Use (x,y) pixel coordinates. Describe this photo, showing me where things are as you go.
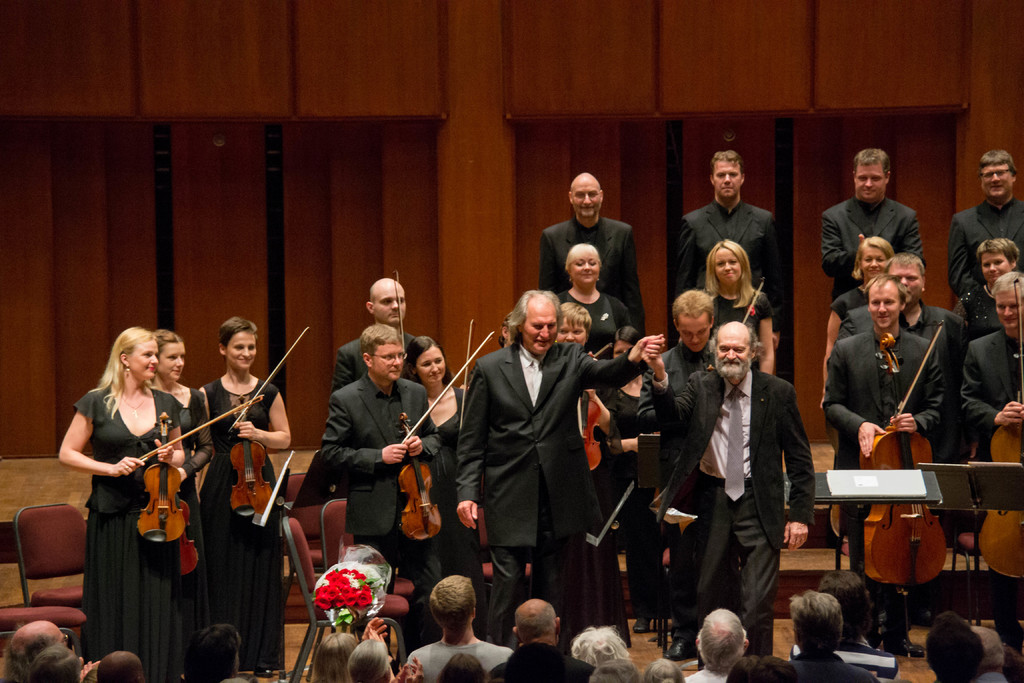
In this image I can see number of people (993,173) where few of them are holding musical instruments (164,526). I can also see smile on few faces (142,371). Here I can see a flower bouquet (331,584). I can also see few chairs (26,515) over here.
